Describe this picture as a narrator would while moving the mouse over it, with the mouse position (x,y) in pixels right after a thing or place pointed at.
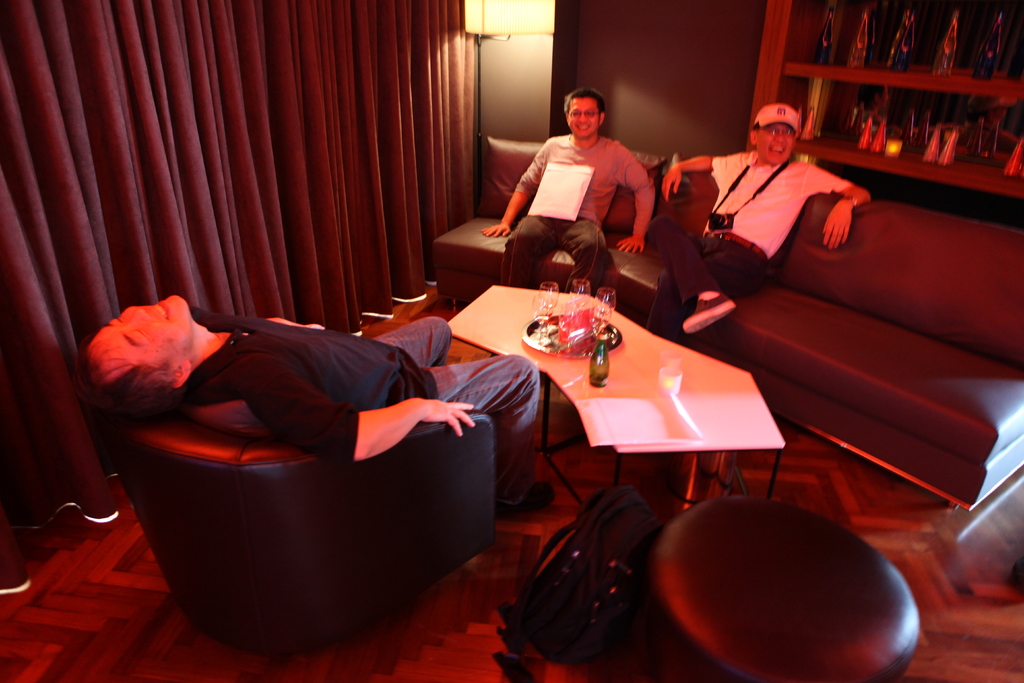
In this image I can see three men (335,357) are sitting on the sofa (697,215) and smiling. This is an inside view. On the top right side of the image (901,76) there is a rack (908,127) in which few objects (911,132) are filled. On the left side (92,166) there is a red color curtain (71,269). On the bottom of the image (574,581) I can see a black color bag (576,617) on the floor (460,635). In the middle of the room (548,336) there is a table (548,361) on which few glasses (604,305) and a bottle (599,353) is placed.
